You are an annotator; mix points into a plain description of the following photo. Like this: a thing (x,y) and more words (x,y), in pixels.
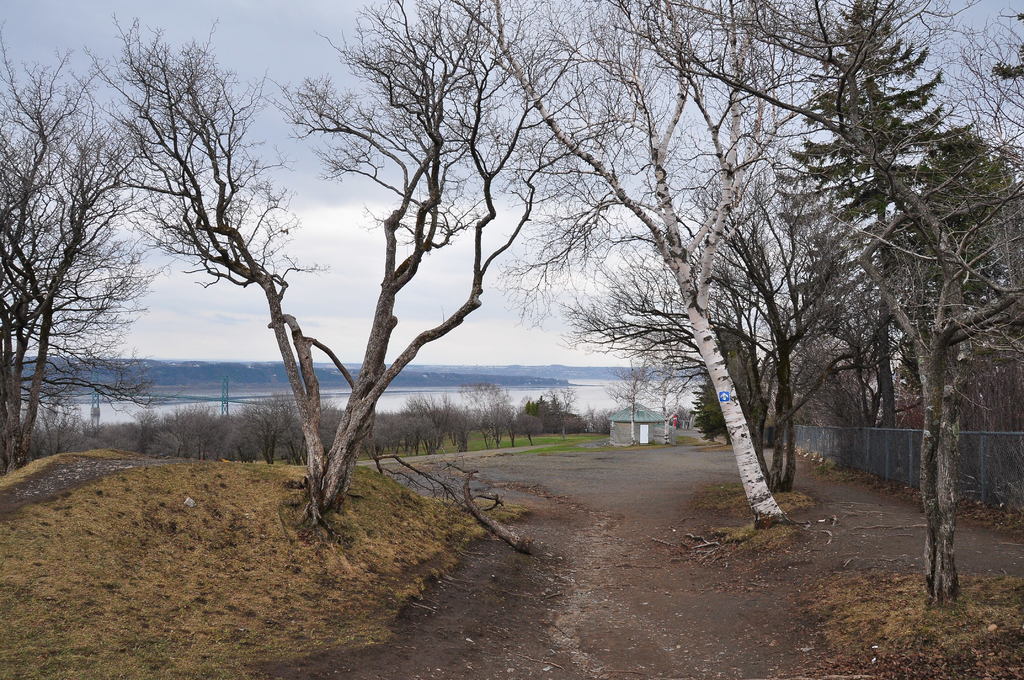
In this image there is a road (559,562). On the either sides of the road (700,464) there are trees (513,413) and grass (197,529) on the ground (167,576). There is a house (635,423) beside the road (626,499). To the right (850,455) there is a railing (865,450). In the background (507,393) there are mountains (491,373) and water (531,396). At the top (268,34) there is the sky (255,19).
